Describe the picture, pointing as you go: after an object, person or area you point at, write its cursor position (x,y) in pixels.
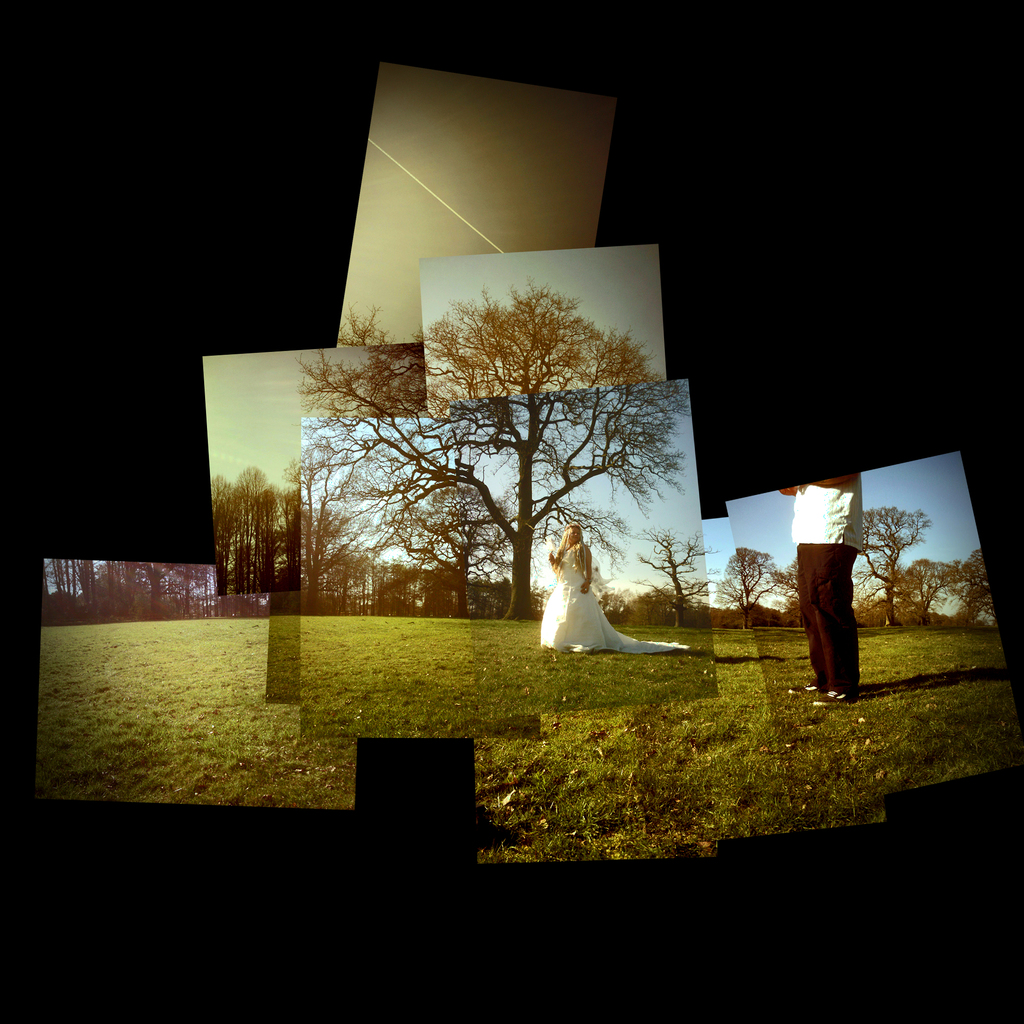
In this picture there are few images (534,559) where there is a woman (563,558) standing on a greenery ground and there is a person (824,563) standing in the right corner (827,610) and there are trees (480,522) in the background (448,505).
